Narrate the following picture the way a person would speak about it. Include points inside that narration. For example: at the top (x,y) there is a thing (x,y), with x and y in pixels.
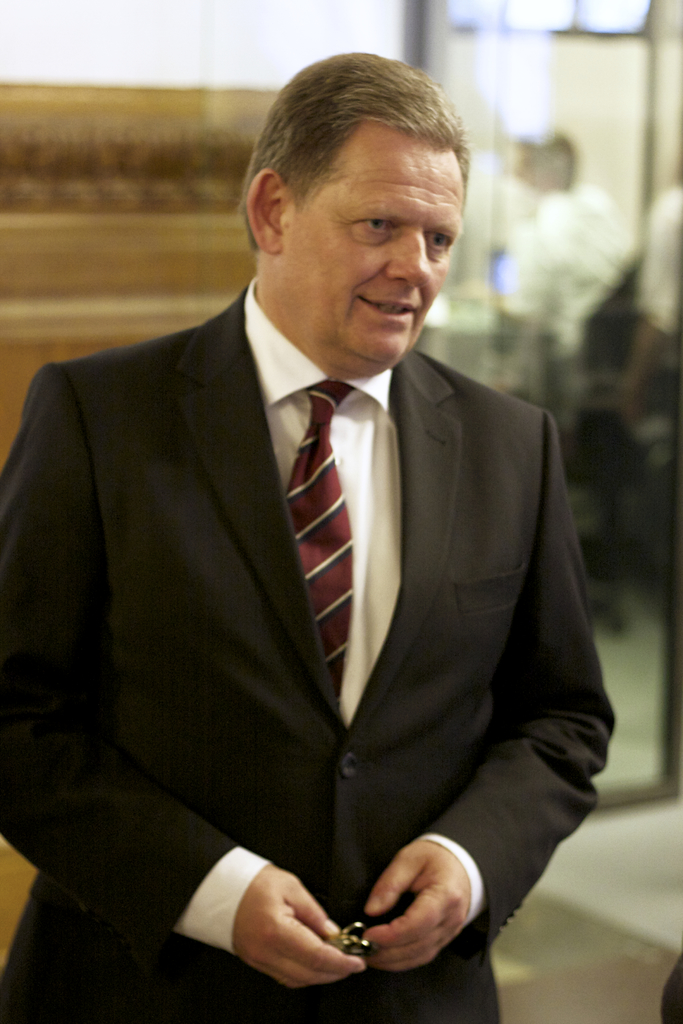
In this picture we can see the group of people (392,685). In the background (204,10) we can see the wall (199,51) and we can see some other items (650,432).
